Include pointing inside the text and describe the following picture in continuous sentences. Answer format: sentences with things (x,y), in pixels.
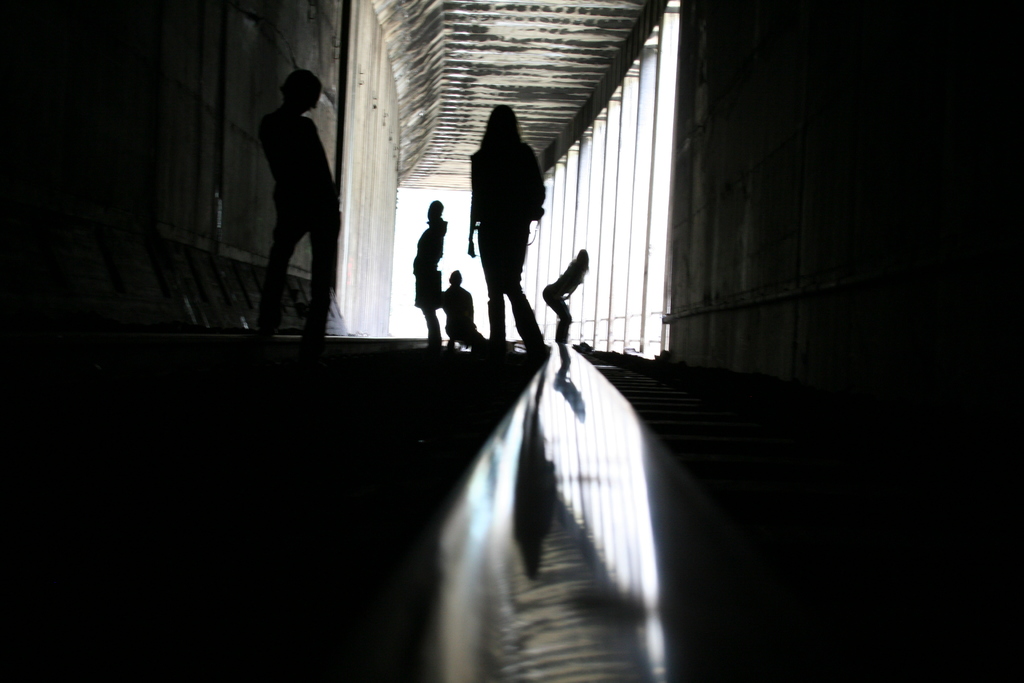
In this image I can see five persons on the floor (358,351), pillars (610,175) and a wall (728,197). This image is taken, may be in a building (51,34).
